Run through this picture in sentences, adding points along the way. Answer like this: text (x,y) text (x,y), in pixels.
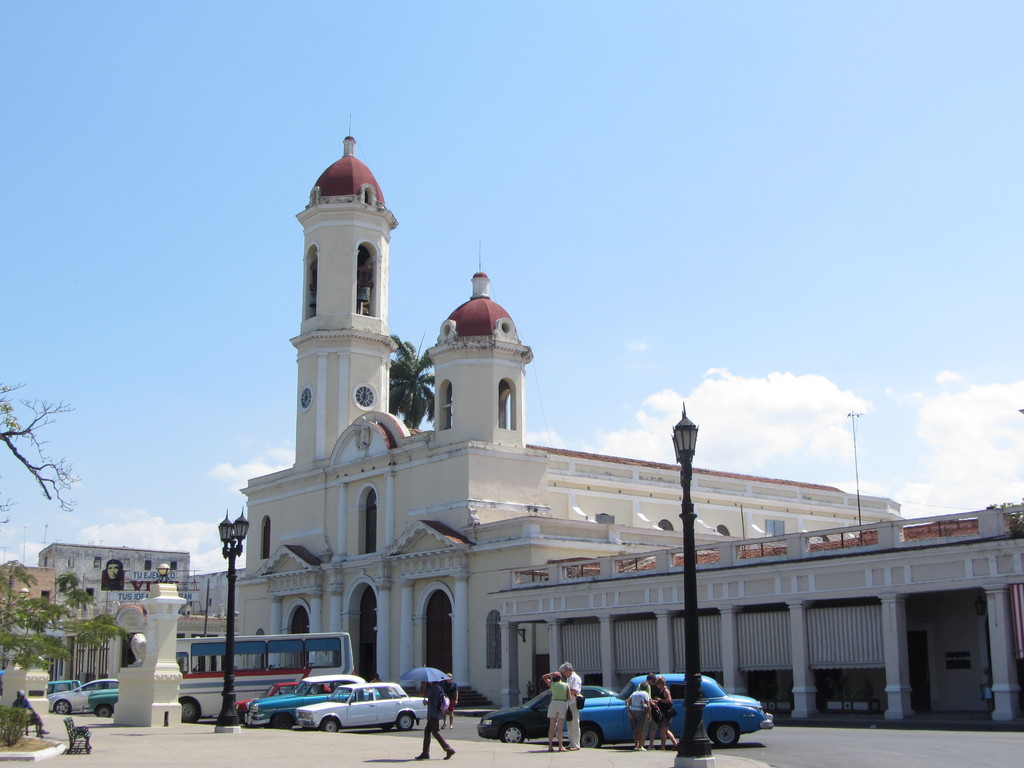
In this image I can see building (677,577), in front of the building (269,608) I can see buses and cars (359,687) and person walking on the road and I can see poles (229,699) and trees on the road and I can see the sky (313,172) at the top (745,178).
